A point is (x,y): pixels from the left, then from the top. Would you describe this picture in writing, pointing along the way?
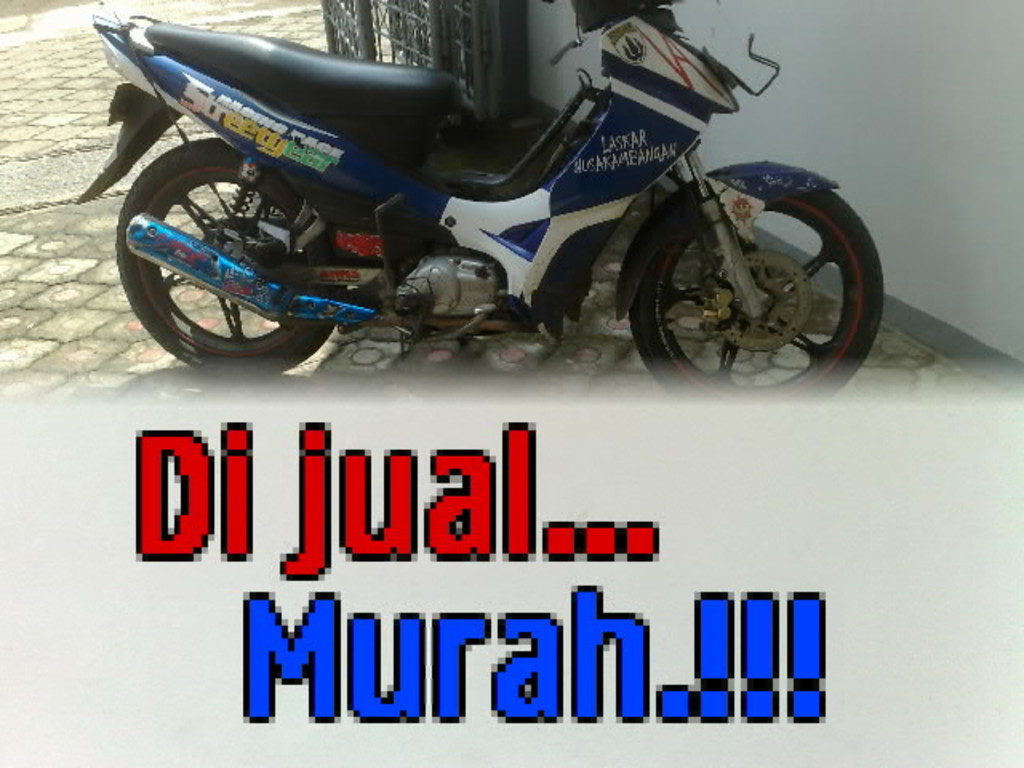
This is an edited image, in this image there is a bike (255,355) on a floor (120,198), beside the bike (301,91) there are gates (402,18).
